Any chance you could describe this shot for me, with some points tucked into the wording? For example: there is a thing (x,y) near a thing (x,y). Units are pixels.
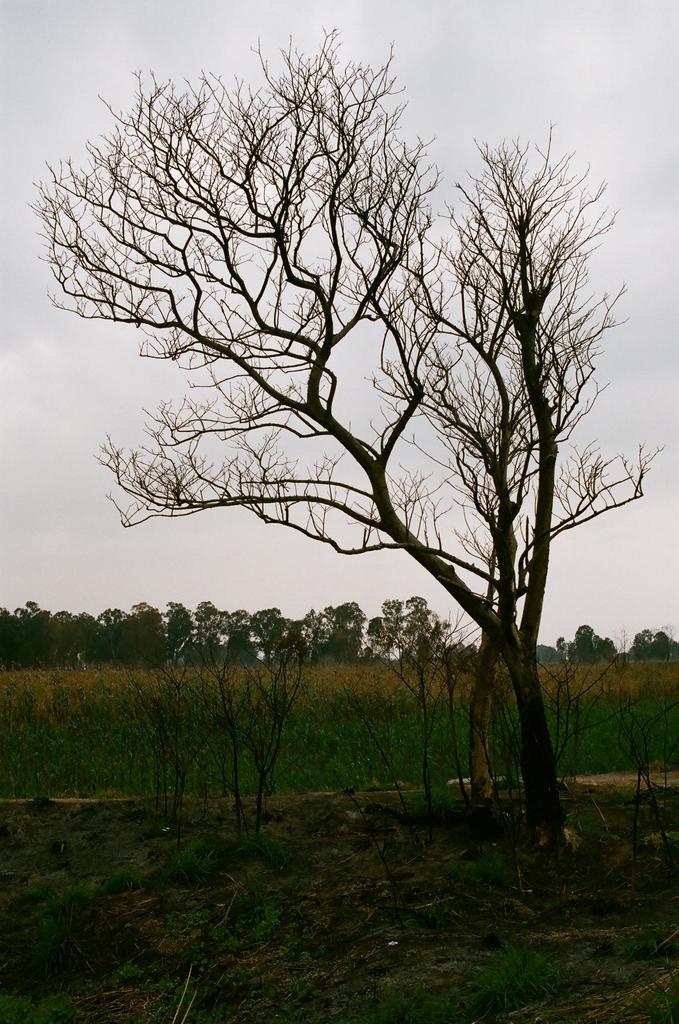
In the foreground of this picture (463,600), there is a tree (537,805) on the ground (445,878). In the background (344,718), we can see plants (333,716), trees (212,648) and the sky (127,563).
